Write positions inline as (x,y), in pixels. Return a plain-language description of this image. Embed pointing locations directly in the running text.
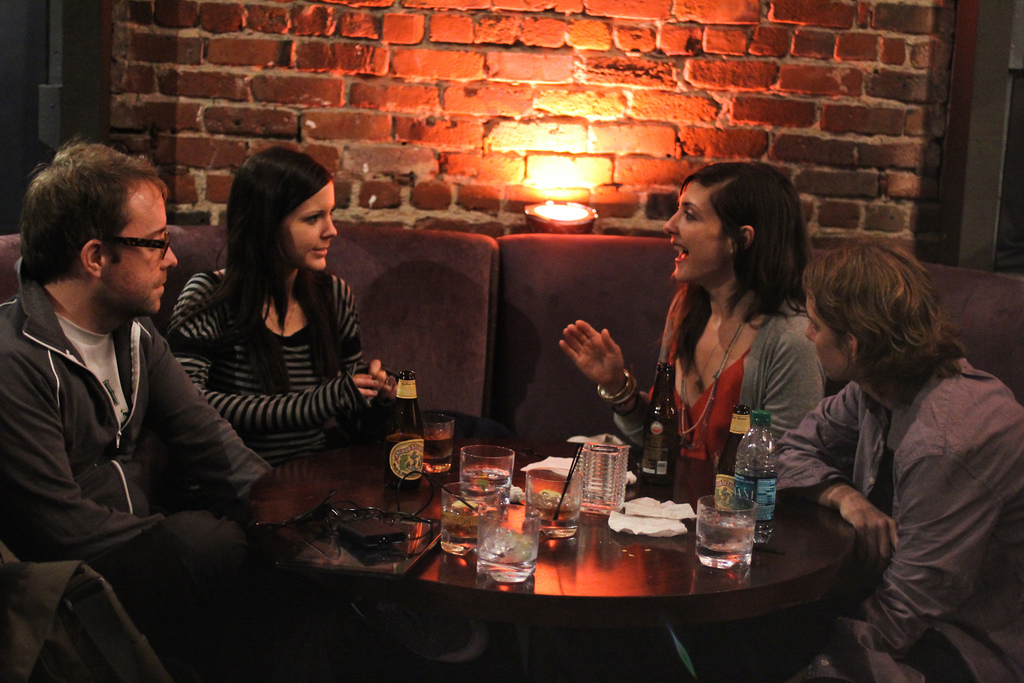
In this image I see 4 persons (984,677) who are sitting on the sofa (1001,282) and there is table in front of them on which there are glasses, bottles (651,454) and tissue papers (616,434). In the background (580,227) I see the wall (596,232) and the light (546,213).
